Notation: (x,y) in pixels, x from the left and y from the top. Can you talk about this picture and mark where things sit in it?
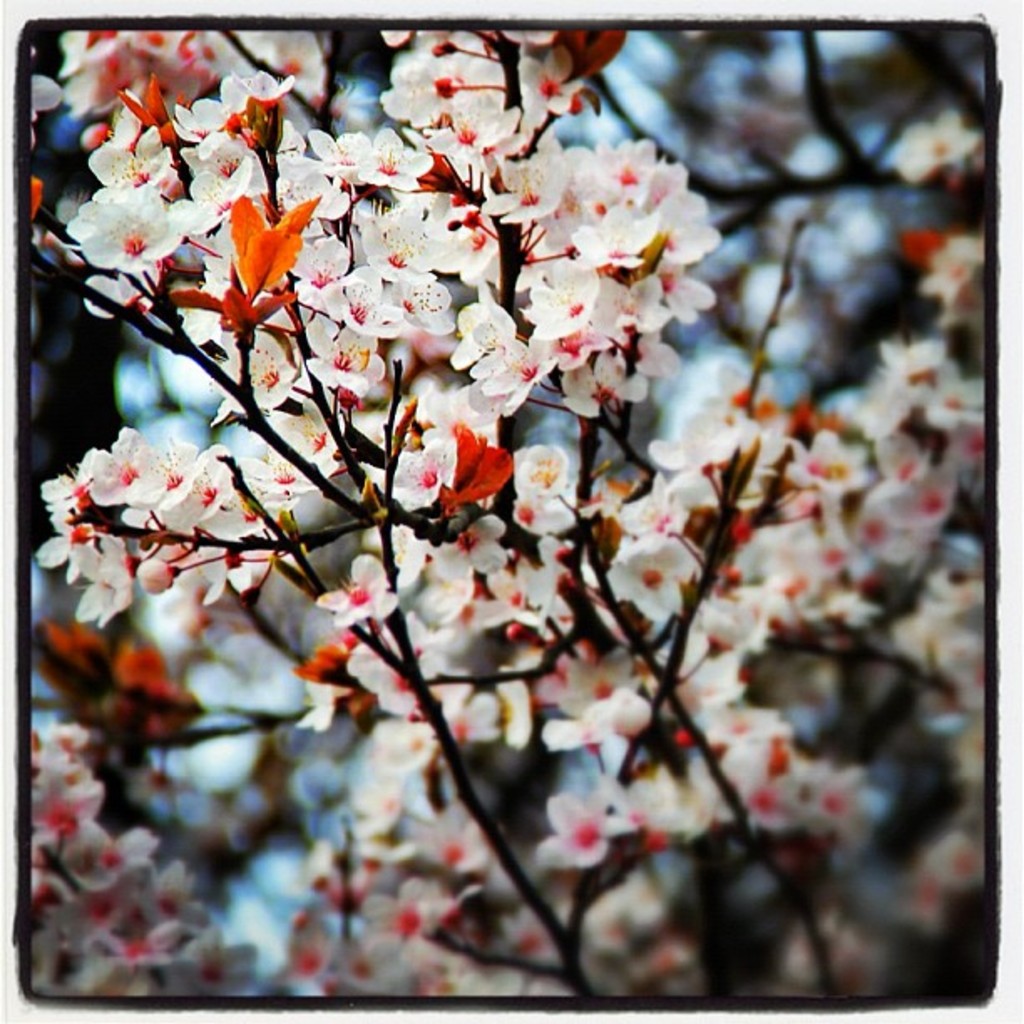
In the picture I can see white color flowers (317,463) of a plant (476,460) and the corners of the image are blurred.
